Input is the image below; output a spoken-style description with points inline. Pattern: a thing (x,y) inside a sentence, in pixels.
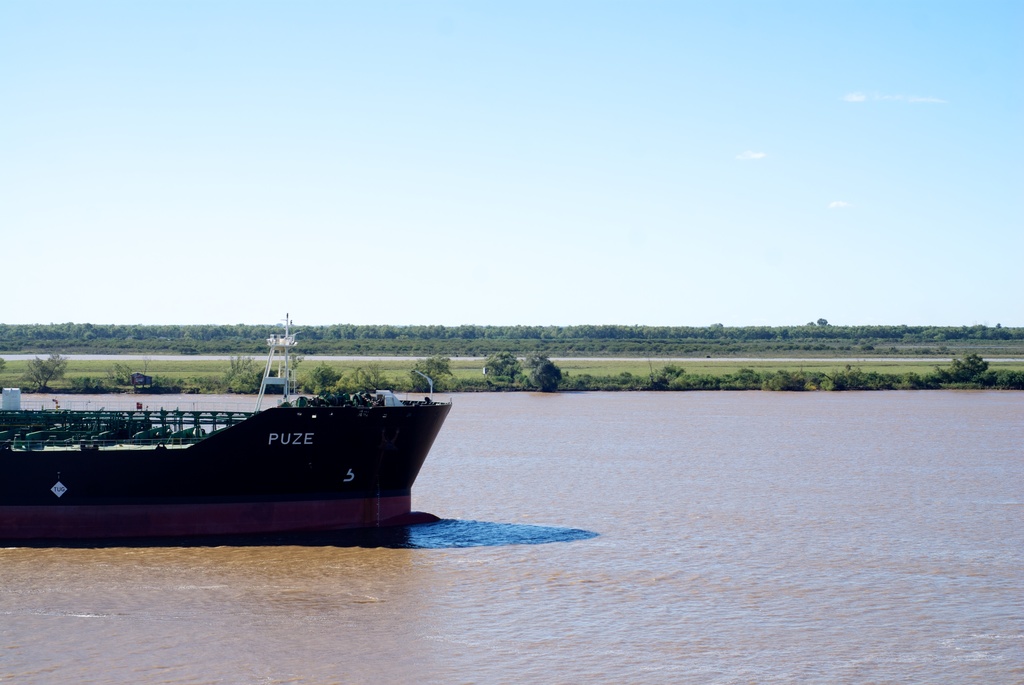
This picture is clicked outside the city. On the left (135,491) we can see a boat (413,450) in the water body (672,472). In the background (567,195) we can see the sky (501,182), trees (625,350), green grass (862,365), plants (637,376) and we can see the metal rods (53,419) and some other objects (341,394).
